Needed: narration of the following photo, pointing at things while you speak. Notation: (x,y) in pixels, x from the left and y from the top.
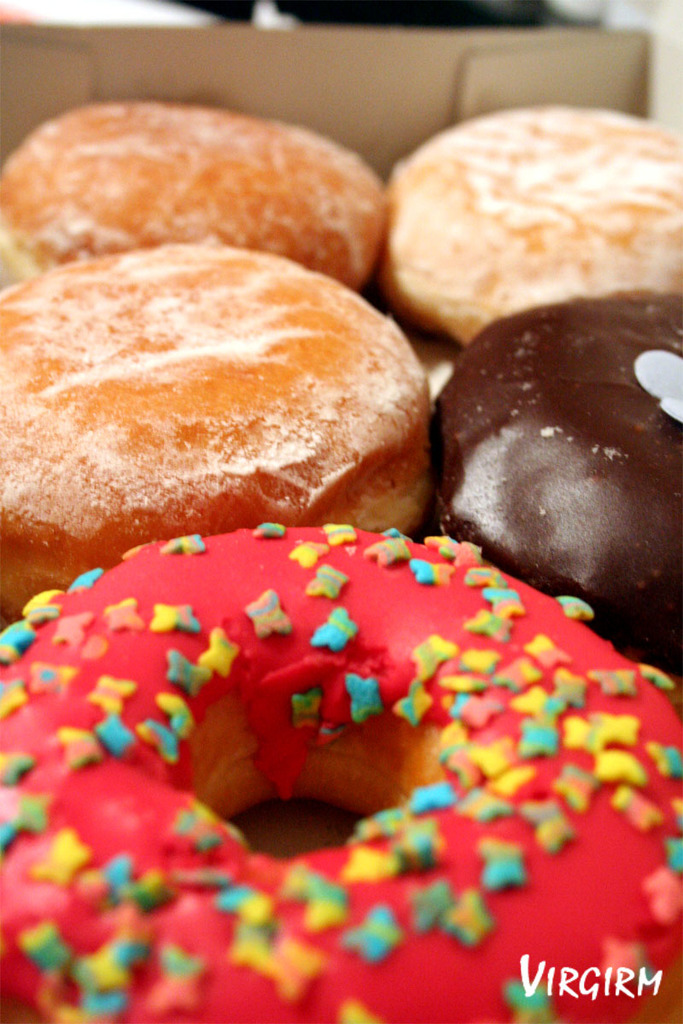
In this image there are doughnuts (627,721) in the box (342,115), there is text (607,977) towards the bottom of the image (567,977).
